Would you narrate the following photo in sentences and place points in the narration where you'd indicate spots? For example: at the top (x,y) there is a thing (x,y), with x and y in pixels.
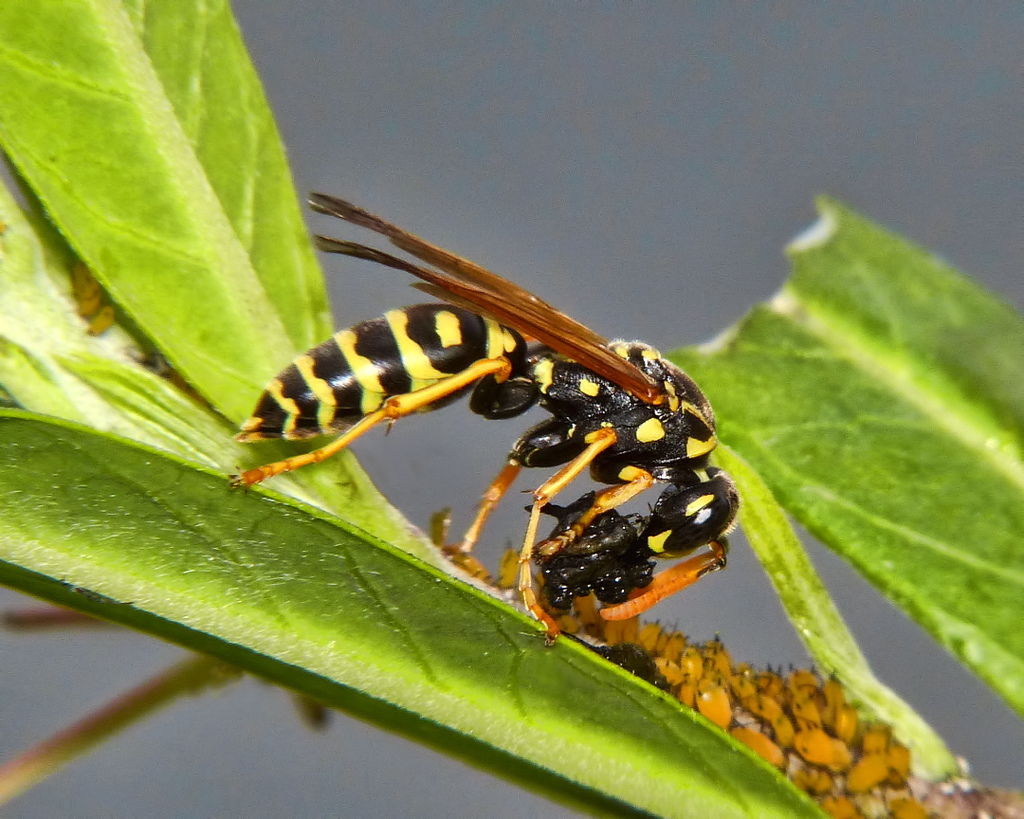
This image is taken outdoors. In the background (683,113) there is the sky (533,471). In the middle of the image (365,507) there are a few leaves (305,561) and there is a stem (186,675). There is an insect (480,395) on the leaf (540,689).
